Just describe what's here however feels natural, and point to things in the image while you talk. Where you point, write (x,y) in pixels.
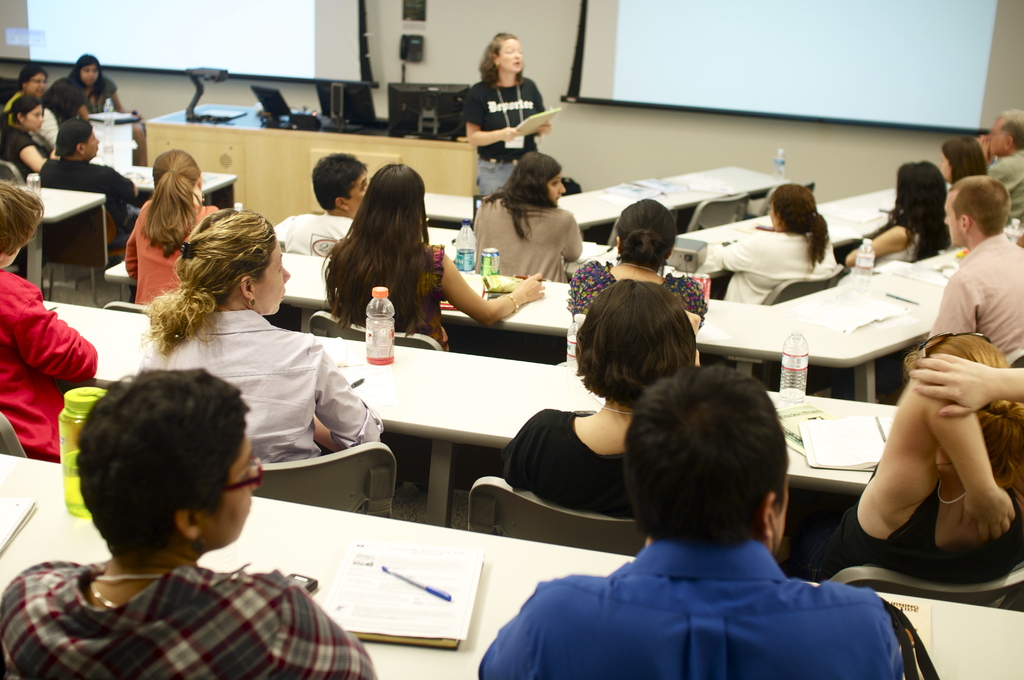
This is a picture taken in a classroom (450,189). In the foreground of the picture (473,294) there are people (331,407), bottles (385,333), books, benches (449,410), chairs (434,345) and pens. The background (235,53) is blurred. In the background (228,34) there are projector screens (228,34), desktops (408,102), people (475,138), cables (402,77) and other objects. In the background (466,28) it is wall (536,56) painted white.
